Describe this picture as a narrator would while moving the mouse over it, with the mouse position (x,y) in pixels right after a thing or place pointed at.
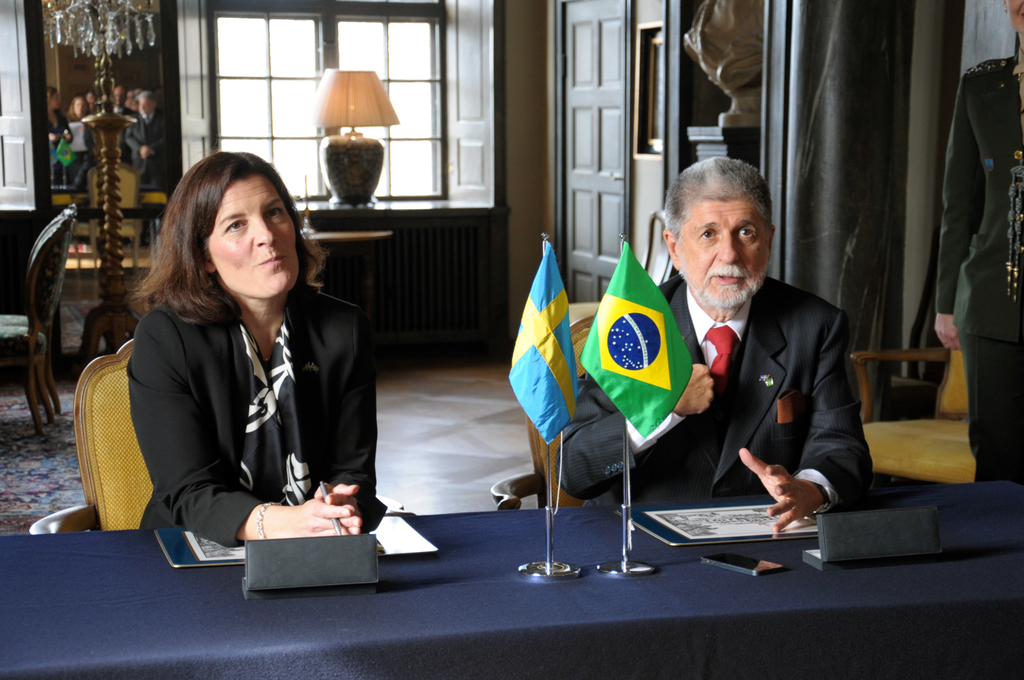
This is the women (218,409) and the man (638,434) sitting on the chairs (135,459). This is the table (299,626) covered with blue cloth (582,611). These are the two flags (660,377) hanging with the pole (549,536), files (653,529) and the cell phone (717,555). This is some object (332,581) placed on the table (441,615). At the right corner of the image (964,352) I can see a person (995,362) standing. At background (357,201) I can see a lamp (344,200) places near by the window (389,167). This looks like a mirror (145,173) with a reflection (70,133) of few people (149,131) standing. This is an empty chairs (43,323). this is the door (587,180) which is closed. I can see some object (727,53) which is placed here which is white in color.
